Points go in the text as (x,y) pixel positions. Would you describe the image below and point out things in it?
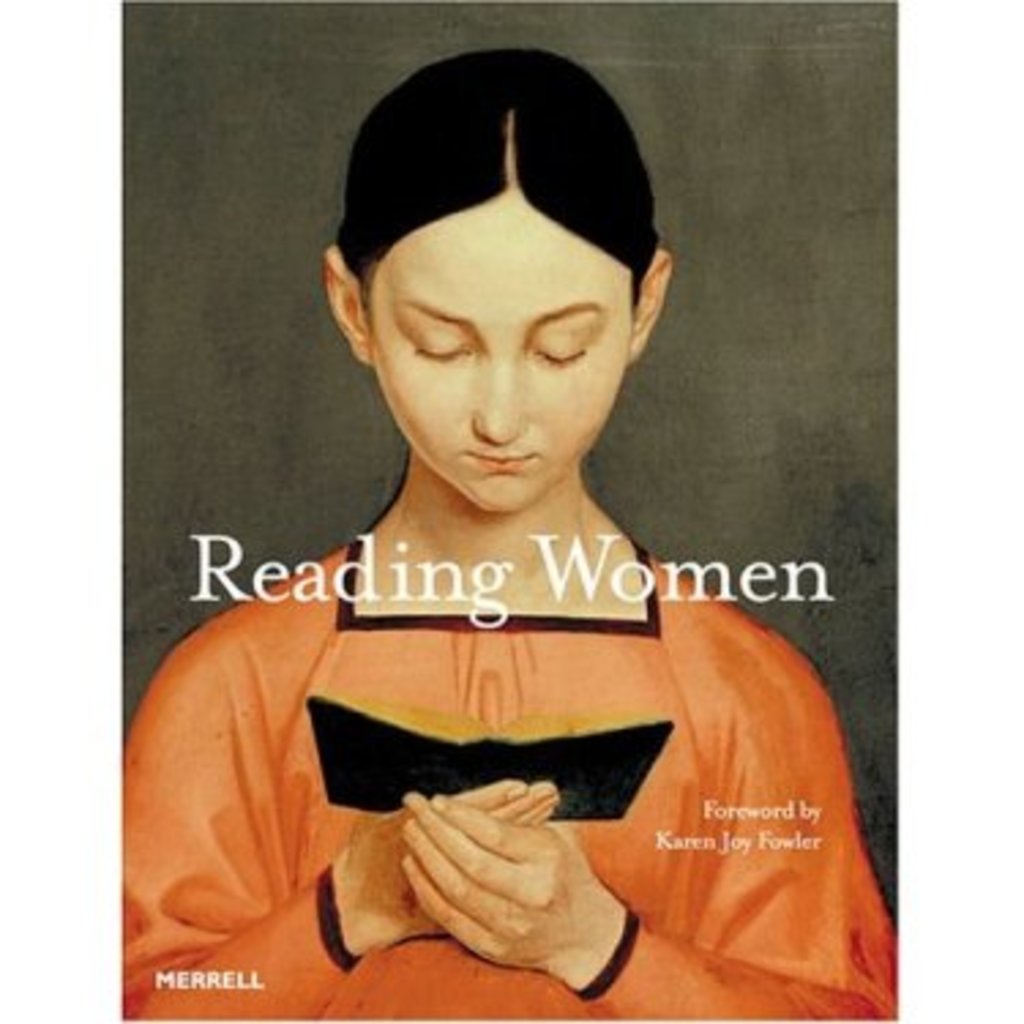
Here we can see a woman (508,850) holding a book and we can see text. Background (196,513) it is grey color.
